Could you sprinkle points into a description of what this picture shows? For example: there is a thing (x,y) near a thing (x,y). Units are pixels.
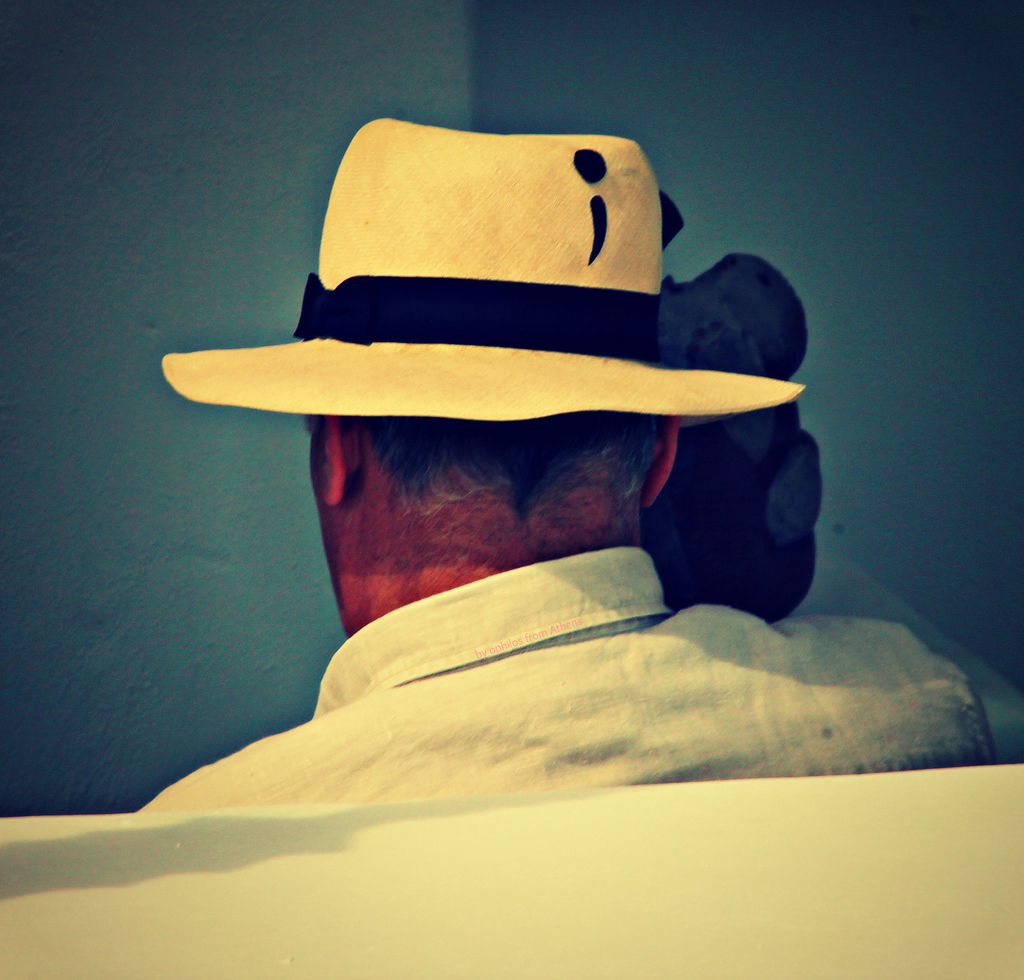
This image consists of a person (544,764). He is wearing a white shirt (462,627). He is wearing a hat (505,407).
